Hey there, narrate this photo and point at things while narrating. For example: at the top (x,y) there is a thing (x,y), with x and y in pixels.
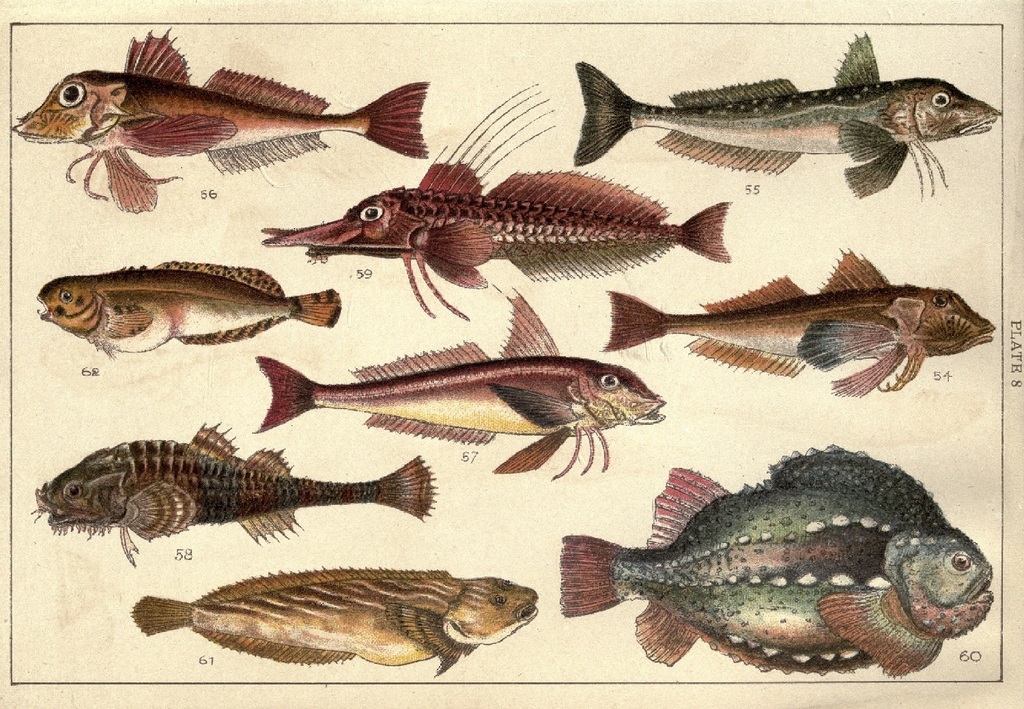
In this image there is a paper (809,420) and we can see different kinds of fish pictures (434,248) printed on the paper (785,270).
